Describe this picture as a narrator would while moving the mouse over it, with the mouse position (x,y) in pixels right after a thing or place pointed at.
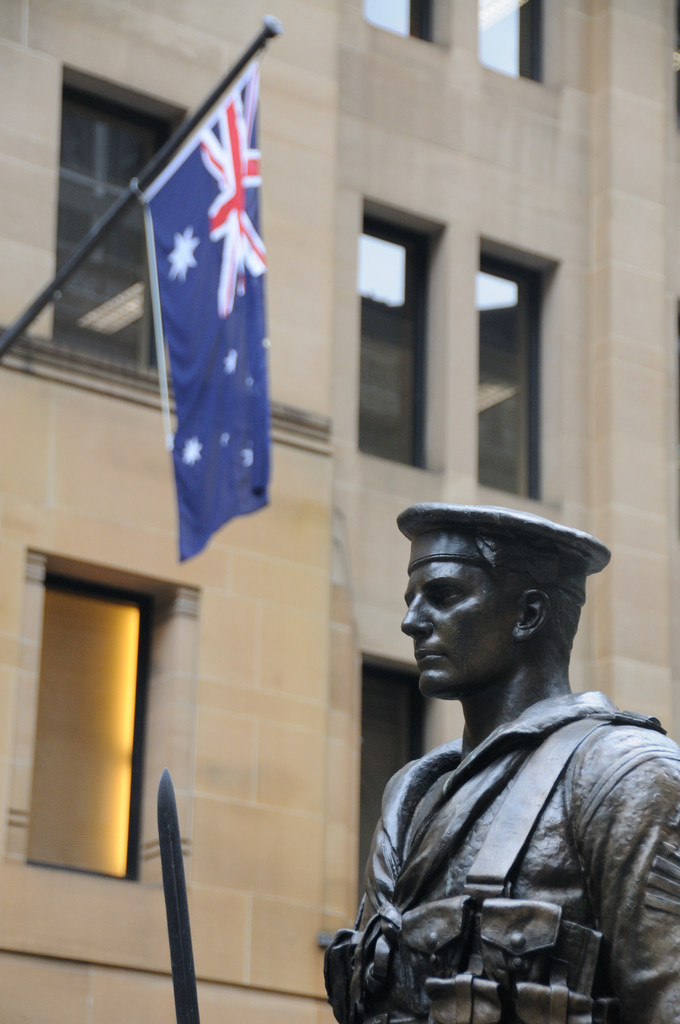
In this image there is a depiction of a person (455,890), in front of that there is an object (162,862). In the background (346,397) there is a building (277,206) and a flag (206,270).
